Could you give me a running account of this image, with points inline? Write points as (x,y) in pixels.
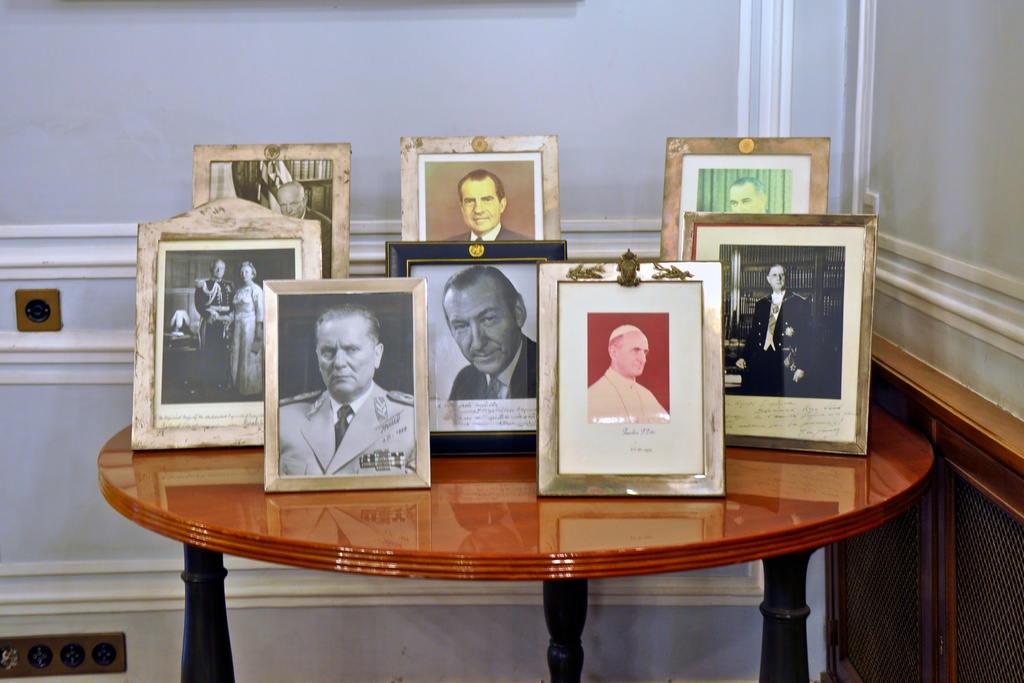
The image is inside the room (651,51). In the image there is a table (475,503), on table (445,505) we can see some photo frames (203,357) on left side (84,646) there is a switch board (111,649) and right side (992,71) there is a wall (999,83).
